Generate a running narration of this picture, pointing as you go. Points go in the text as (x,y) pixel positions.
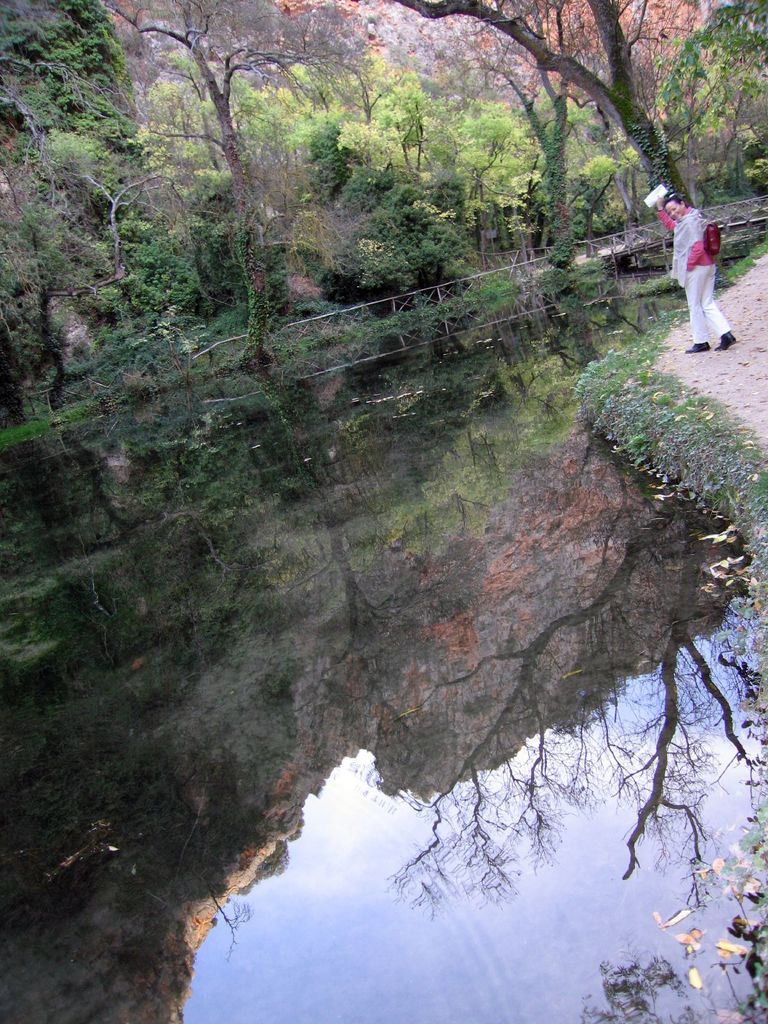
There is a lake (334,448), beside the lake (401,398) a woman (694,247) is walking on the path (673,351) there are plenty of trees (440,187) around the lake (500,401) and there is a bridge (541,262) constructed across the lake (644,328).
